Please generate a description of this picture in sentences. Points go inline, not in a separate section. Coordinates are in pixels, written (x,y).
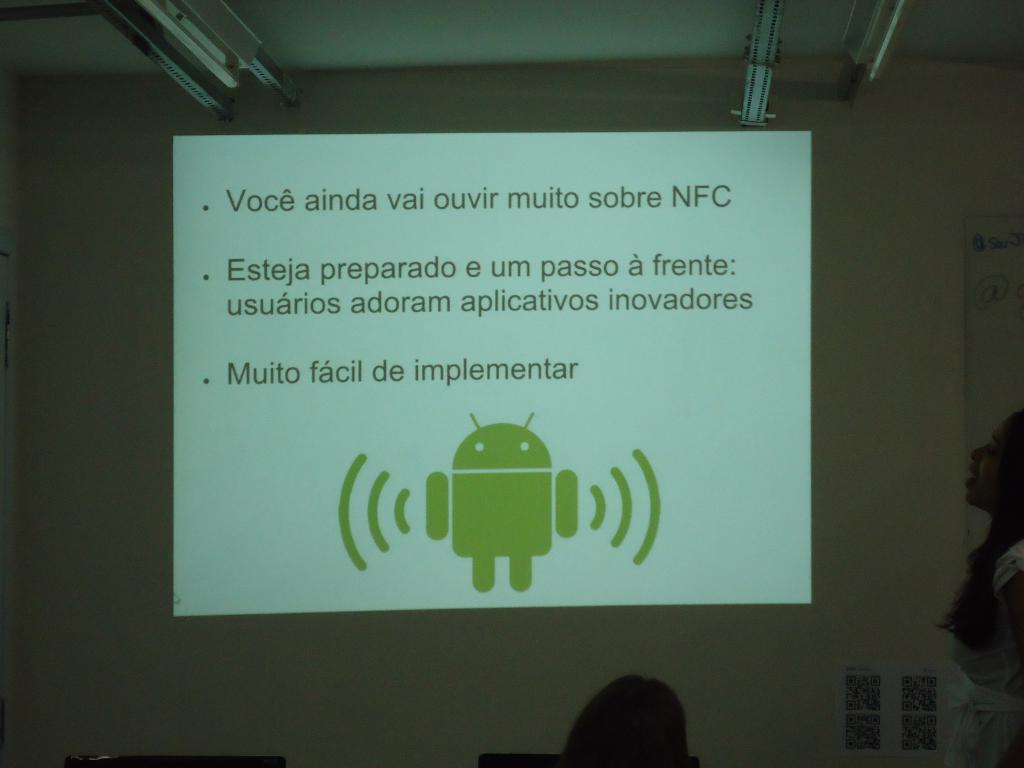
This picture is a colour image. In this image we can see some objects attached to the ceiling (710,31), one object (2,381) on the left side of the image (2,395), one white board (1003,224) with text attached to the wall (722,624) on the right side of the image (1009,237), two black objects (178,763) on the bottom of the image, one poster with images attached to the wall (20,399), one person's head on the bottom of the image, projecting text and image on the wall (537,708) in the middle of the image (514,356). One woman (986,575) standing and talking on the right side of the image (985,760).
